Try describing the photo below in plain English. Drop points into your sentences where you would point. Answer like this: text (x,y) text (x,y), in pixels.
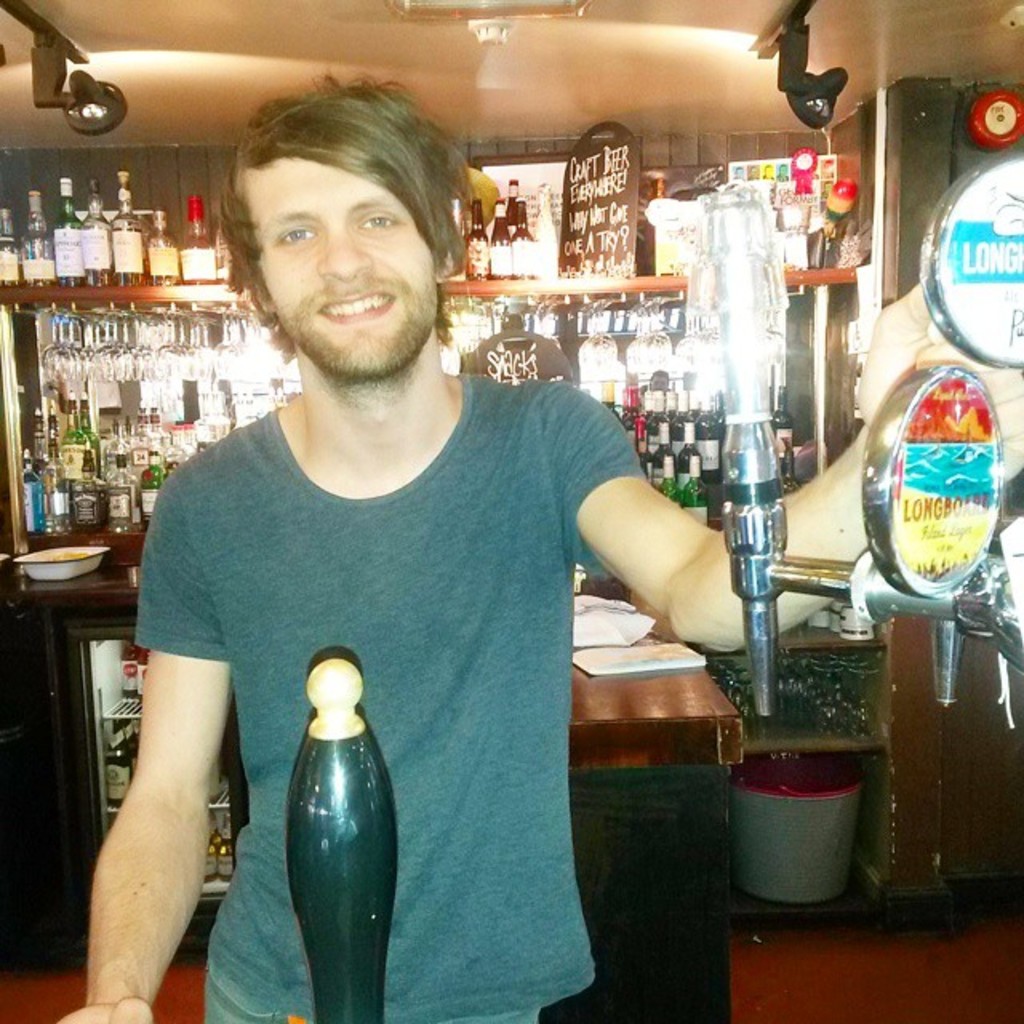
Here we can see a person (501,643) is smiling. Background (667,449) there are bottles (686,443), boards (597,227) and lights (86,110). In-front of this person (404,744) there is a machine (826,583). On this table (80,594) there are things (617,649). Under this table (114,586) there are bottles (109,783) and container (792,848).
